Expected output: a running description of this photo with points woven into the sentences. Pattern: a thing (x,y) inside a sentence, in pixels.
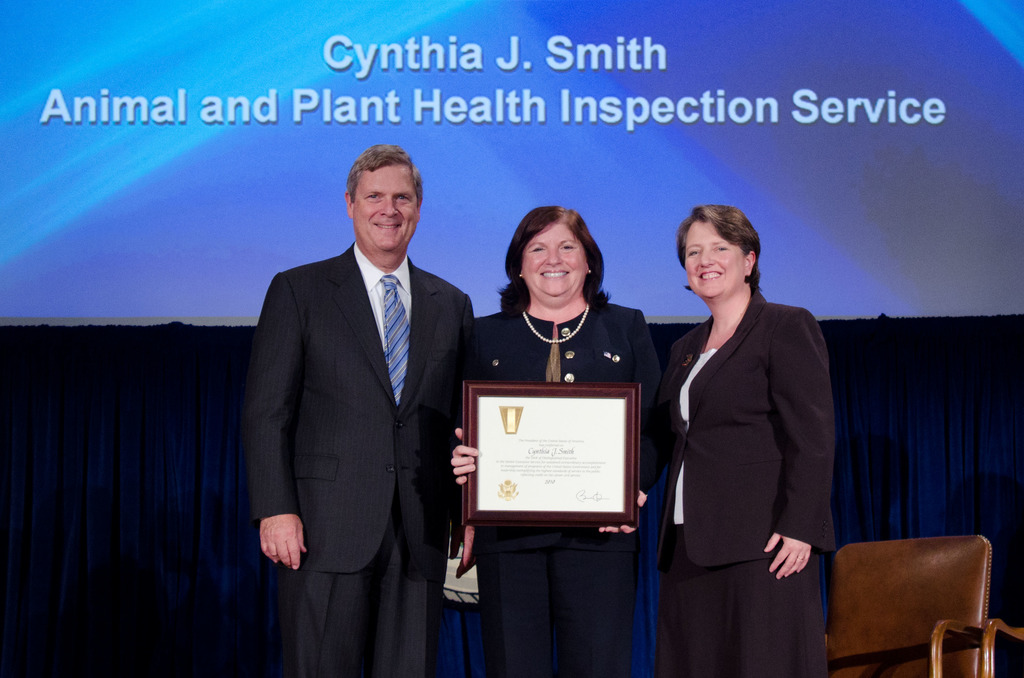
There are three persons (749,492) standing. Middle person (464,461) is holding a memento (514,454). In the back (225,436) there is curtain (88,369) and wall (201,99) with something is written. On the right side (941,558) there is a chair (924,586).
